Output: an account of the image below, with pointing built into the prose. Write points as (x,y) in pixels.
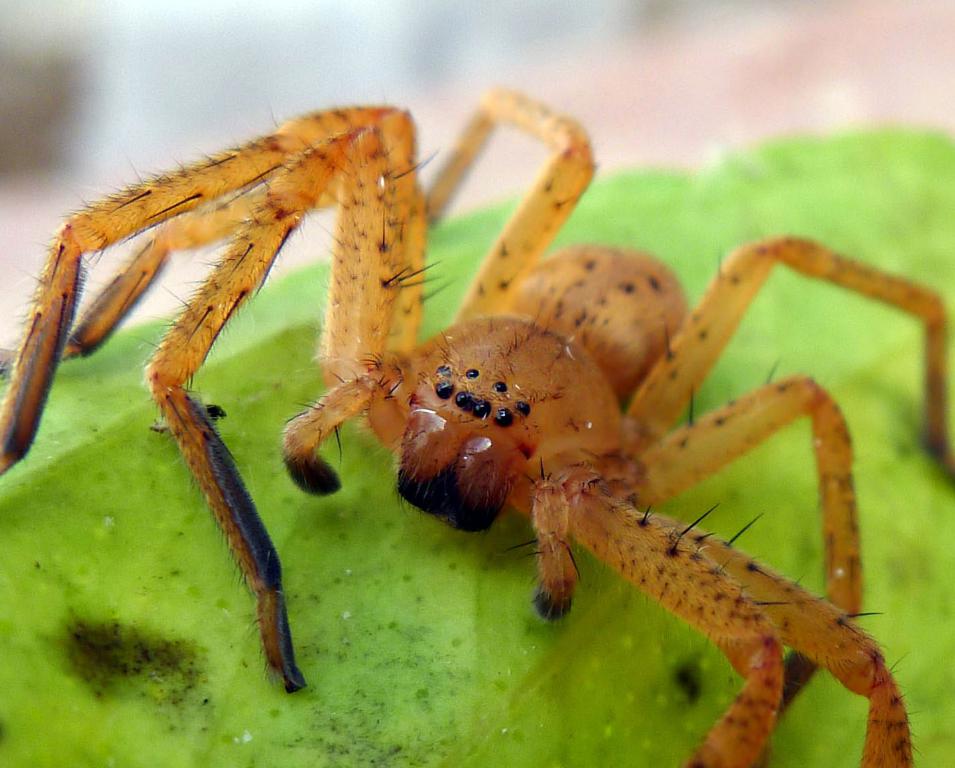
In this image we can see one spider (578,326) on the green surface (525,732) looks like a leaf (909,420) and the background is blurred.
